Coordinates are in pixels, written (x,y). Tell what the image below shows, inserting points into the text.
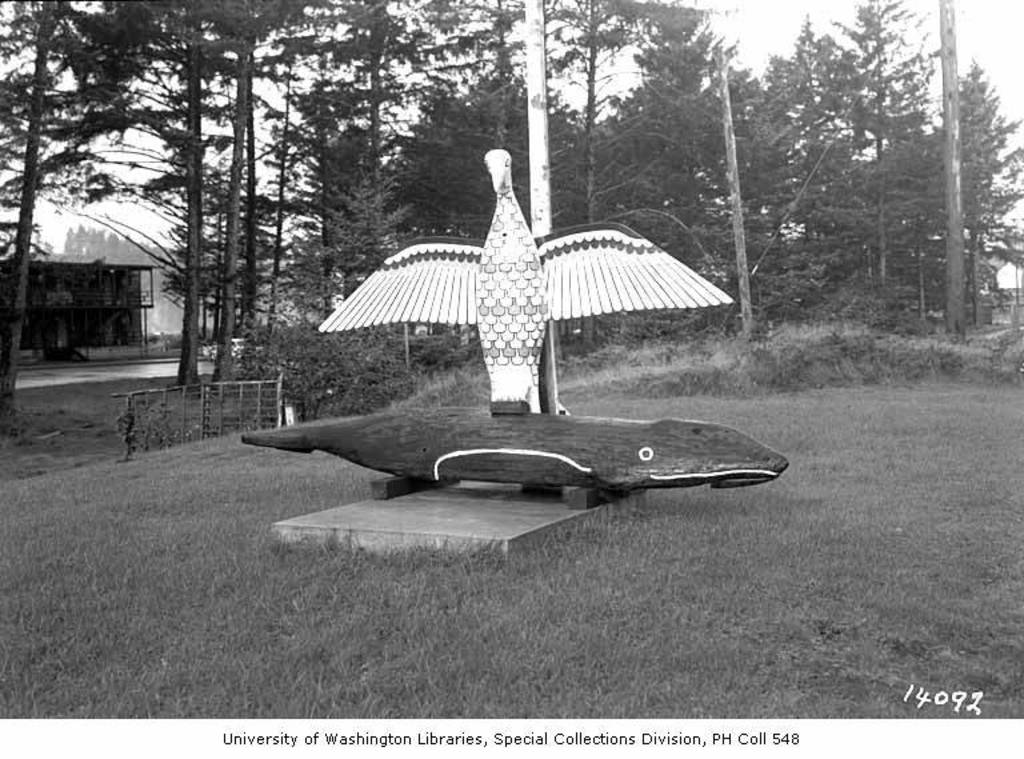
In this image there is a bird statue (452,323) in the middle (628,286). In the background (698,91) there are trees (692,105). At the bottom (341,648) there is ground (367,634). It is the black and white image. On the left side (118,317) it seems like a small house (64,280). In the middle (486,439) there is an object (536,433) which looks like a fish (604,451).
